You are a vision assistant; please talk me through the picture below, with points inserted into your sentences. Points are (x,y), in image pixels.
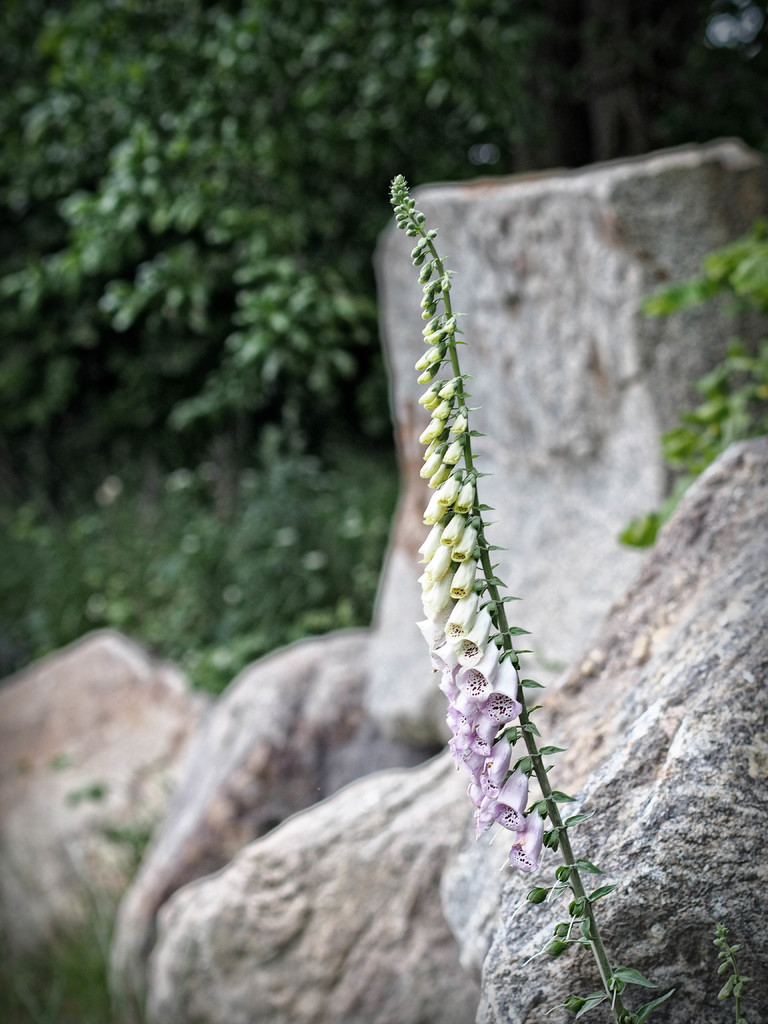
In this picture I can see there is a plant (455,622) and it has white, yellow flowers (475,723) and few leaves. In the backdrop (492,905), there are rocks (664,352) and plants (243,254). The backdrop (637,339) is blurred.
